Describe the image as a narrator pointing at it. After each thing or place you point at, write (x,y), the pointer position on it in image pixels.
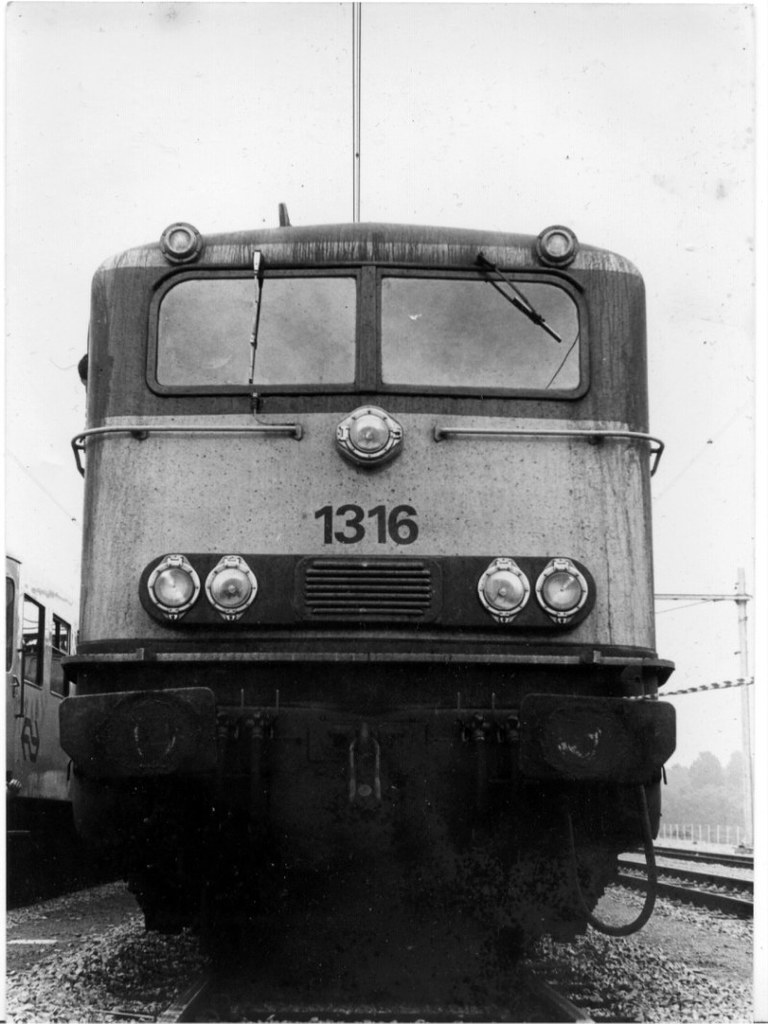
This is a black and white picture. I can see trains (287,841) on the railway tracks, and in the background (454,184) there is the sky (343,118).
